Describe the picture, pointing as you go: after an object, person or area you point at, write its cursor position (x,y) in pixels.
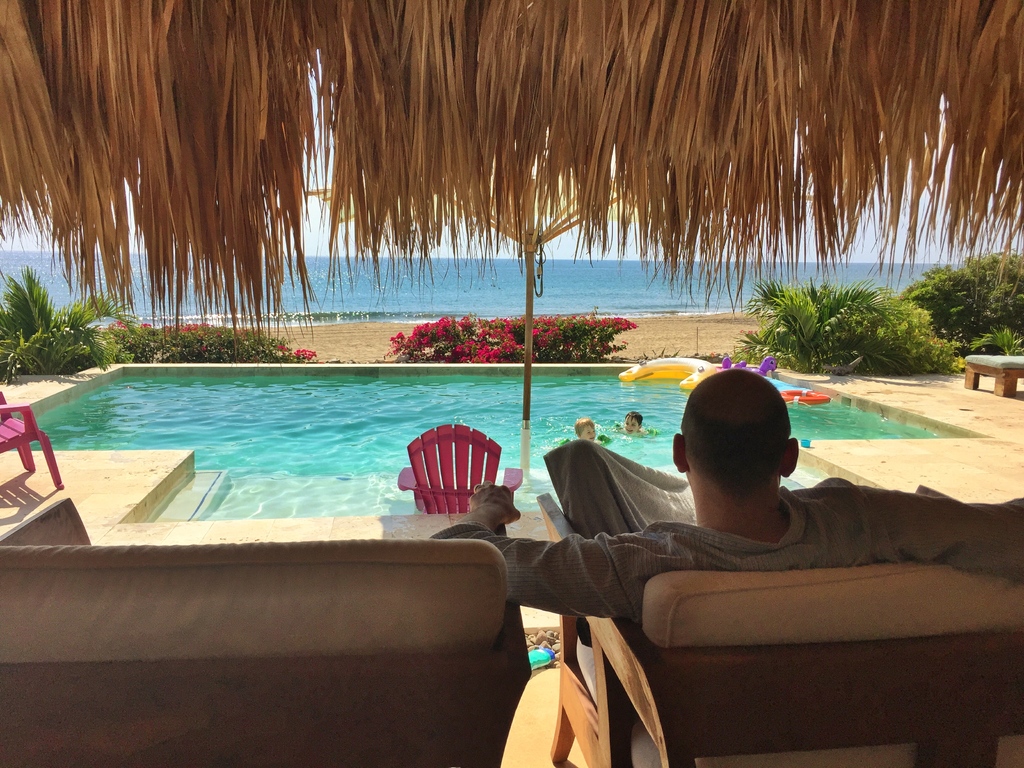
In the foreground of this image (718,730), there is a man (712,555) sitting on a chair (661,665). Beside him there is another sofa (191,626). In the background (290,476), there is a swimming pool (372,429), few chairs (417,444), plants (544,326), kids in the water (577,416), few safety balloons (672,373) on the water (358,439), a seat (981,369) on the pavement (956,408), dried grass (717,144) on the top (563,247), sky (574,253), water (581,287) and the sand (653,321).
